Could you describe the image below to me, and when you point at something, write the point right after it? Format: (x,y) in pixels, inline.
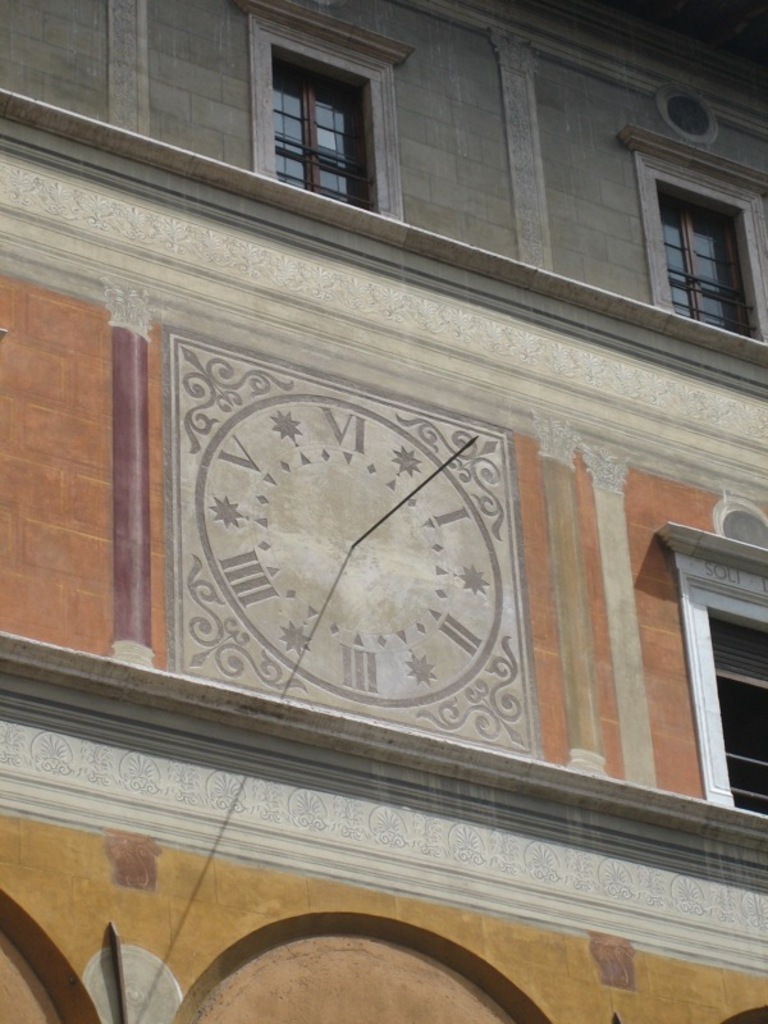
In this image I can see a building (460,242) which is grey, orange, yellow and white in color. I can see a clock design (394,427) in the center of the building (345,549) and few windows (749,698) of the building (315,142).
